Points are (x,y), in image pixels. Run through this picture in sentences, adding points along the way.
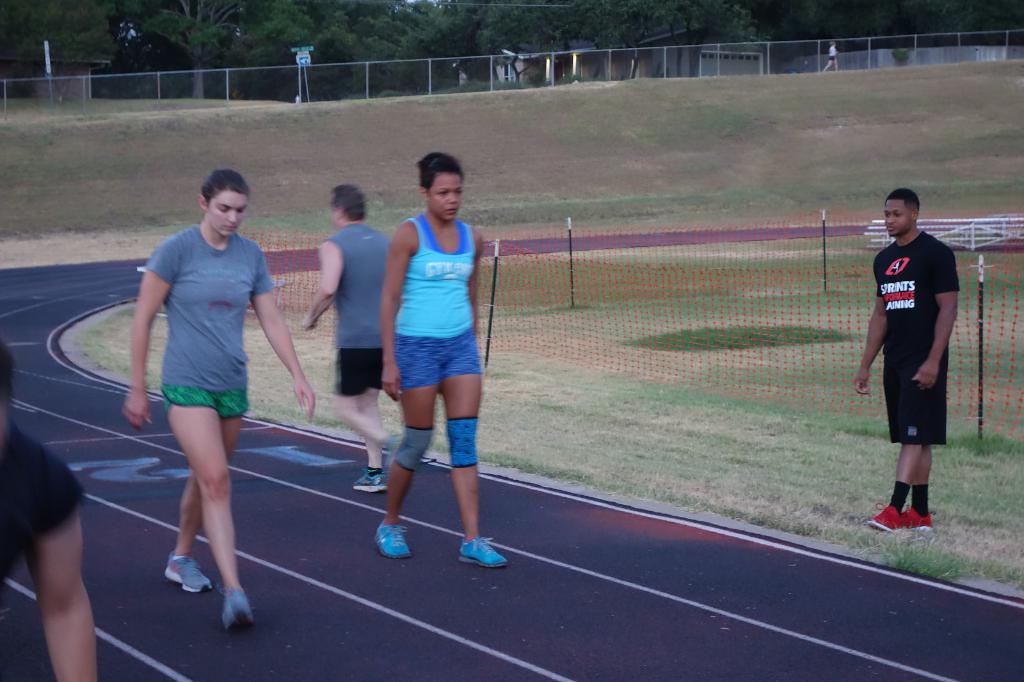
In this image I can see few people (438,363) walking. In front (419,336) the person (450,340) is wearing blue color dress (431,349). In the background (698,249) I can see the fencing (494,324) and the trees (405,32) in green color.
